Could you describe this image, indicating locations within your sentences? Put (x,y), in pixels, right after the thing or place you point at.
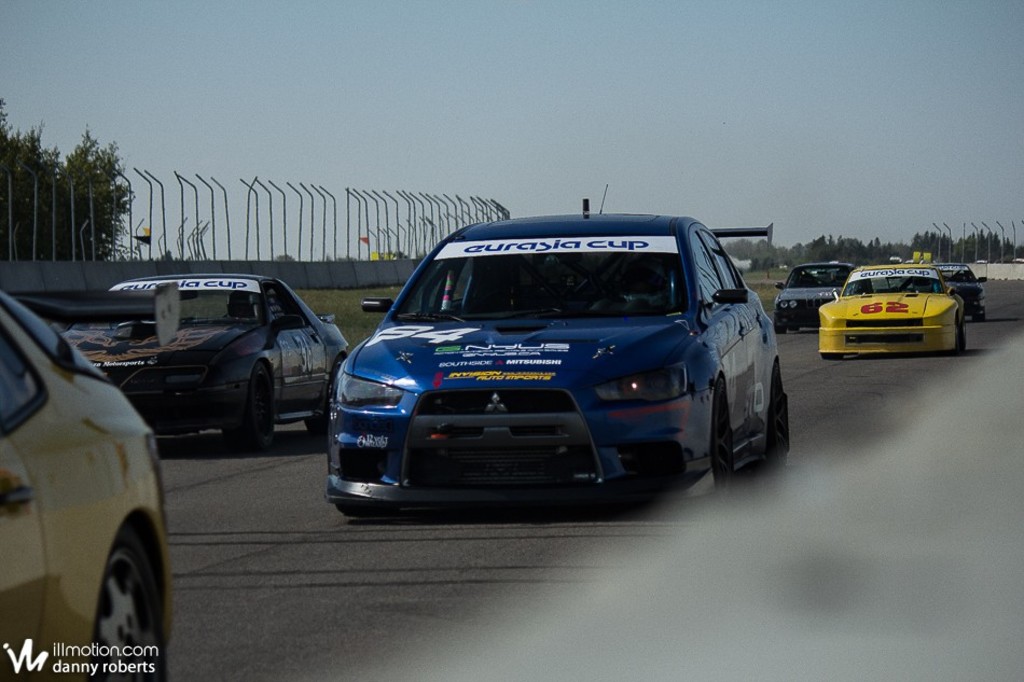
As we can see in the image there are different colors of cars (551,366), trees (862,250), wall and sky (537,50).
